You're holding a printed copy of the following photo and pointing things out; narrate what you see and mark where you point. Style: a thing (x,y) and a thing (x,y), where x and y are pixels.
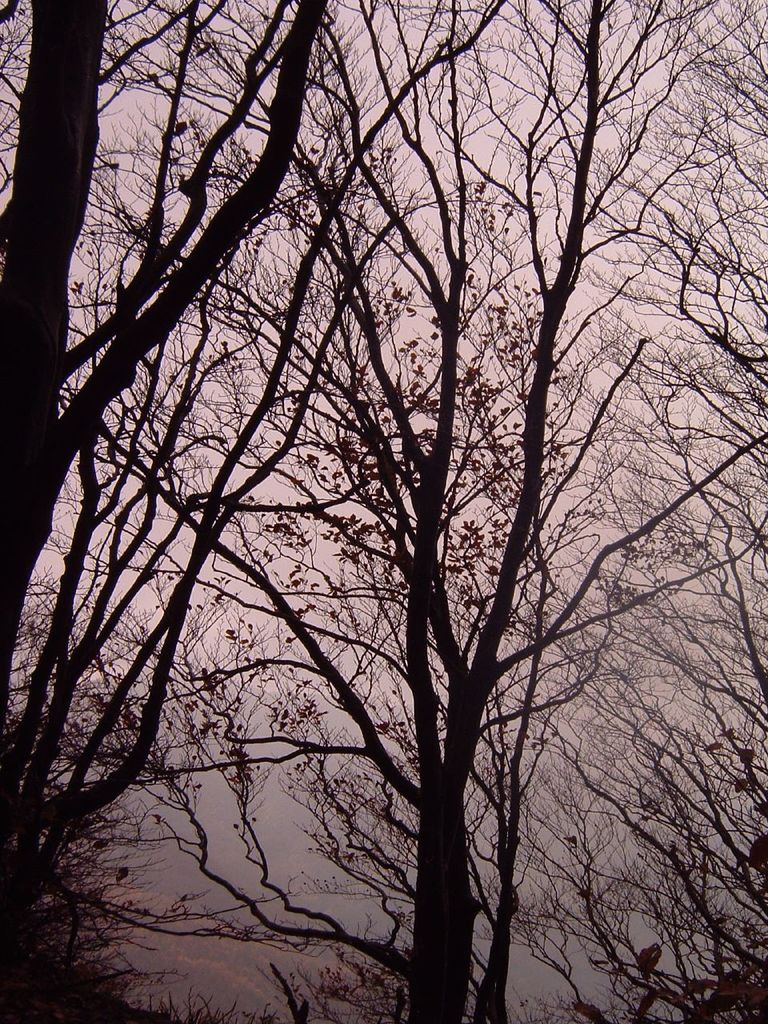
In this image we can see some branches (373,737) of the trees (5,498) and bark (17,508) of the trees (107,589). On the backside (376,685) we can see the sky (324,840) which looks cloudy.
